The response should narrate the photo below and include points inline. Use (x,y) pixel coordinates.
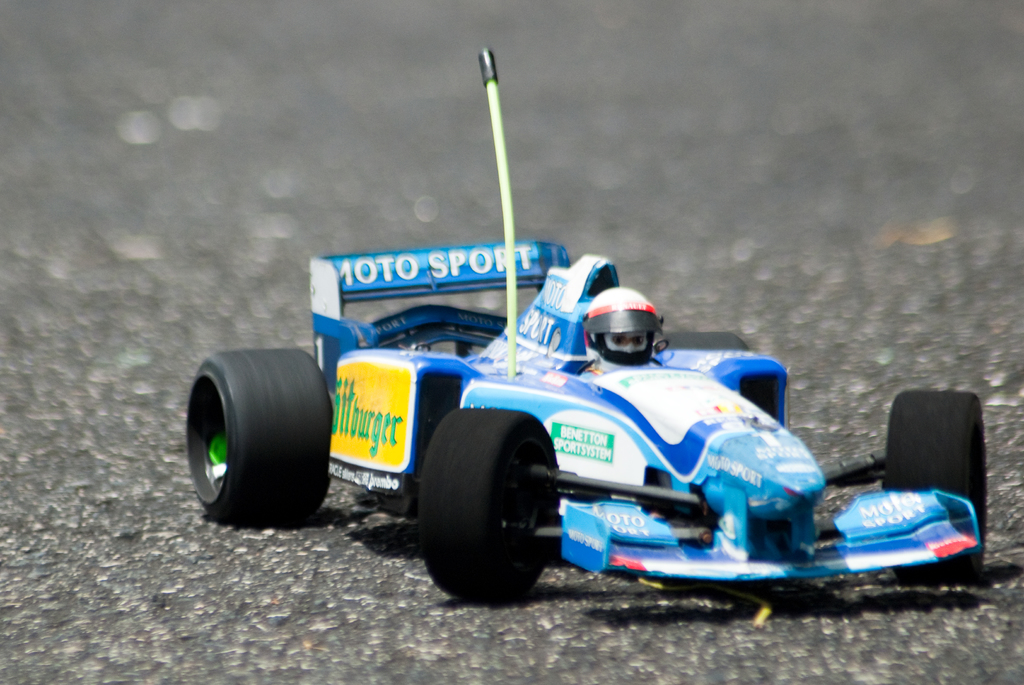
In this picture we can see a vehicle (248,474) on the road (361,575) with a person (629,352) on it and in the background (379,81) it is blurry.
